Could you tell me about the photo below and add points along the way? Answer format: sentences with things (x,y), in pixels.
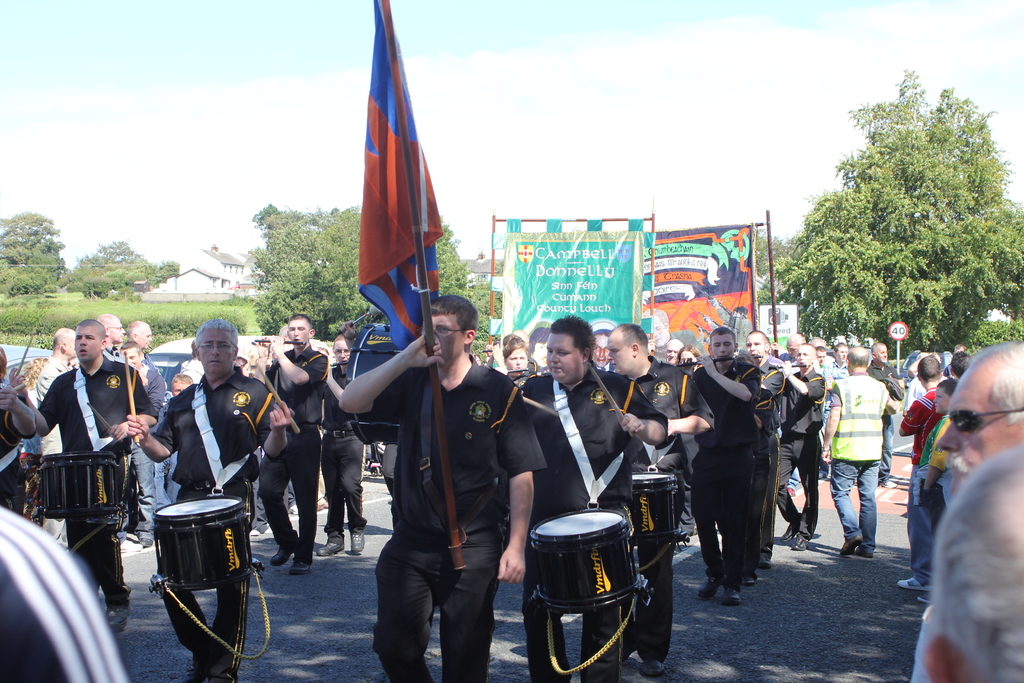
In this image we can see few persons (227,472) are walking on the road (347,621) and among them few persons (410,422) are holding a flag (427,266) and hoarding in their hands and a few are holding flutes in their hands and few are playing drums (169,565) with sticks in their hands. On the right side (989,600) few persons (969,620) are standing. In the background (332,320) there are trees (833,317), buildings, sign board poles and clouds (17,204) in the sky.
